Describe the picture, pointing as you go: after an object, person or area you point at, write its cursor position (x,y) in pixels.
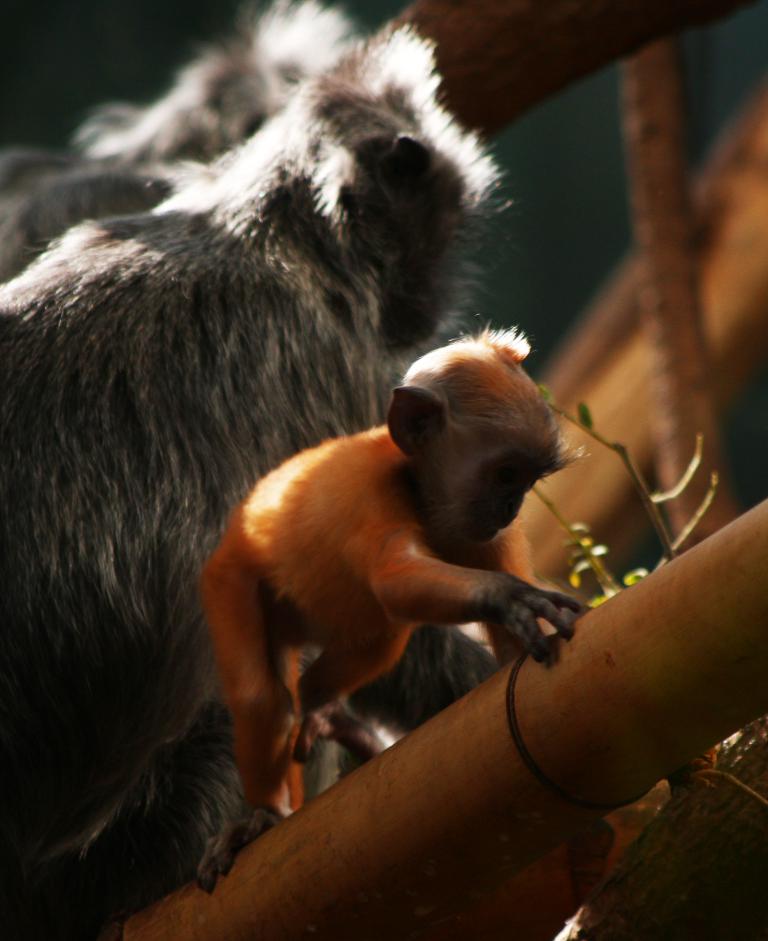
In this image we can see monkeys (432,609) and one of them is holding a bamboo stick (360,827).
